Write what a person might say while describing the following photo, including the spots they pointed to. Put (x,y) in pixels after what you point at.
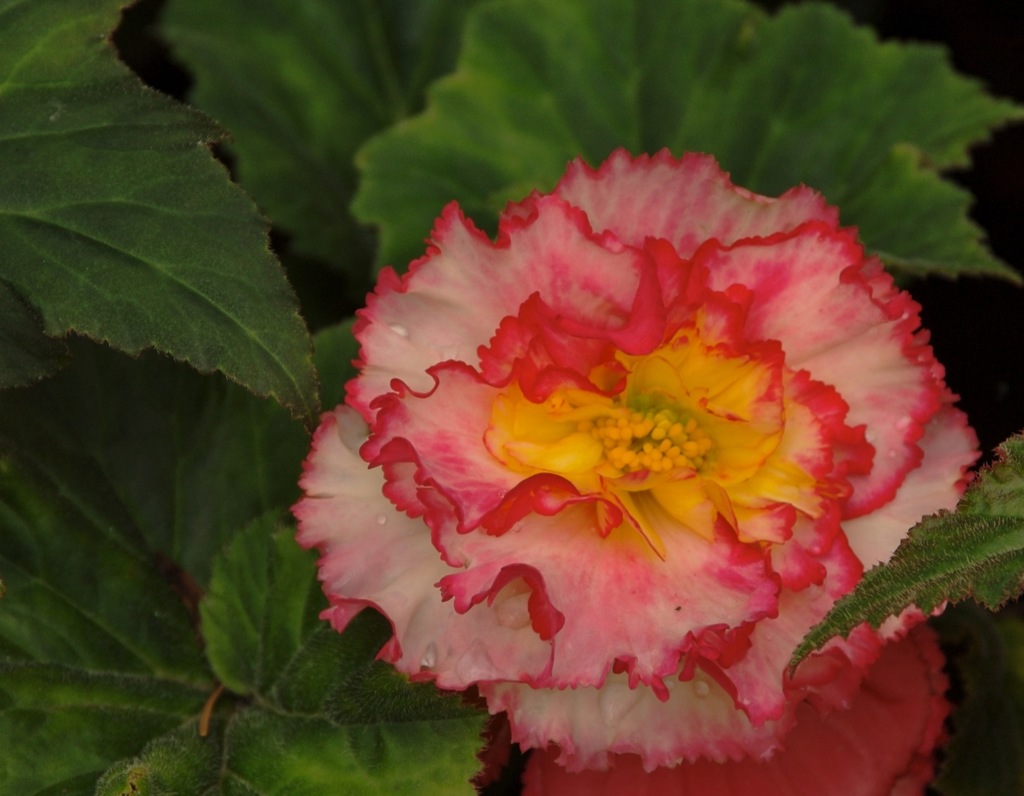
In this image we can see flowers (517,565) and leaves (354,161).
